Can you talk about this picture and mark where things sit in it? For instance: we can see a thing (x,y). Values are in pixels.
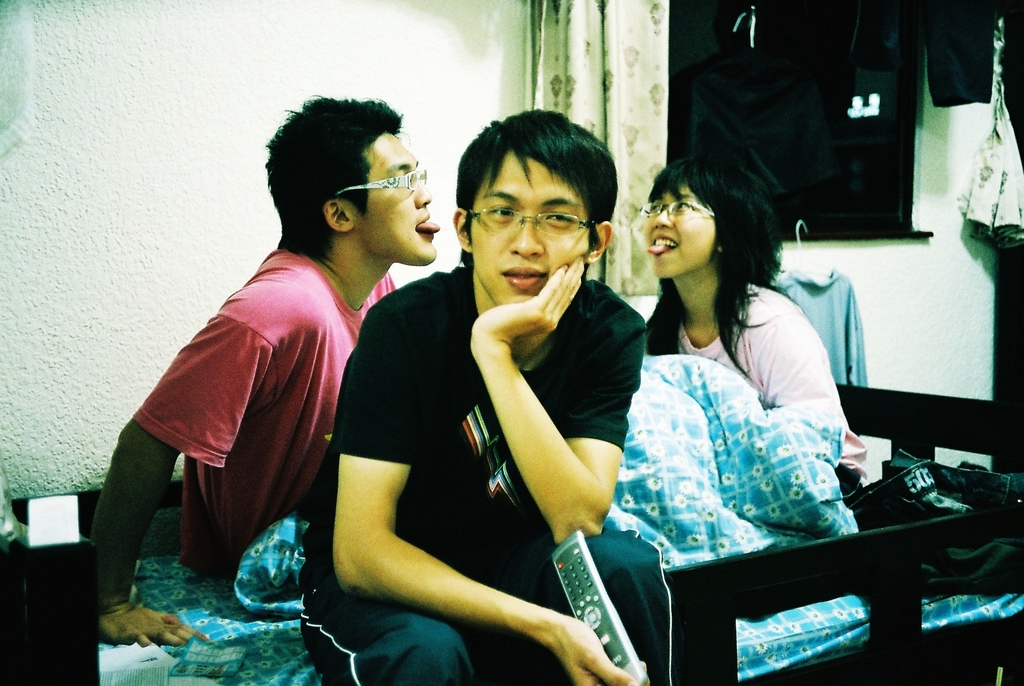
This is the picture of two guys (506,326) and a girl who are sitting on the bed (685,646) and among them a guy (543,598) is holding the remote (571,560) and behind there is a curtain (639,104) and also we can see some things (287,560) on the bed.
